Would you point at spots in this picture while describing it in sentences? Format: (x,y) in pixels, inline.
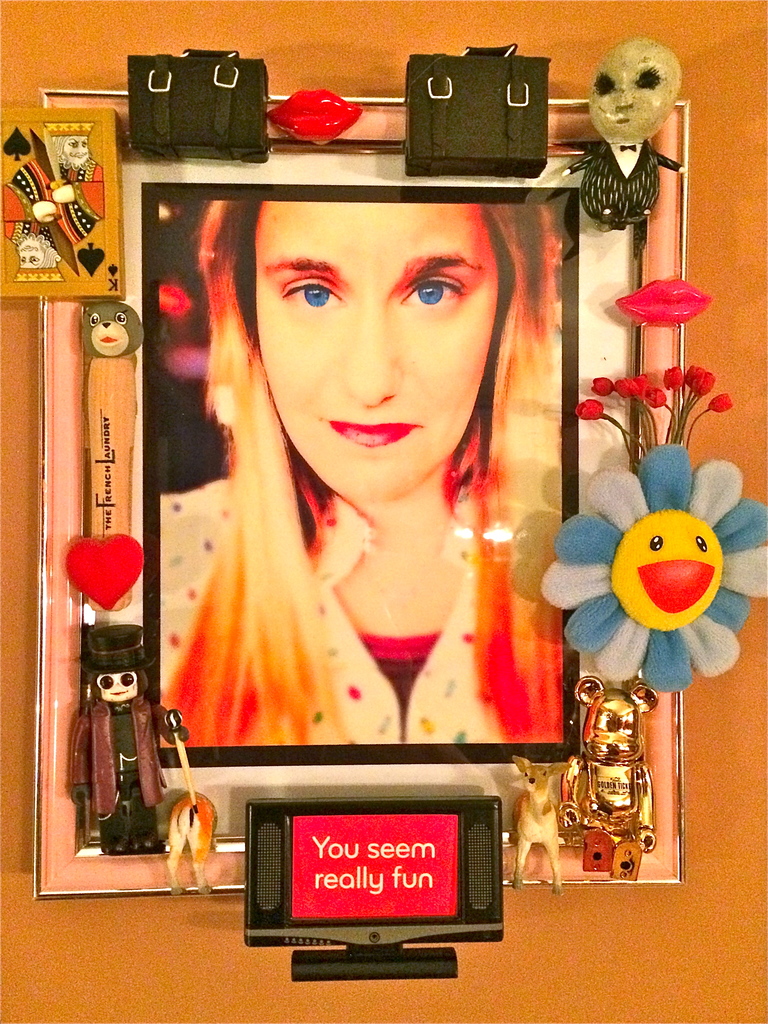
In this image we can see a woman's photograph (291,327) inserted in the photo frame (277,159).
